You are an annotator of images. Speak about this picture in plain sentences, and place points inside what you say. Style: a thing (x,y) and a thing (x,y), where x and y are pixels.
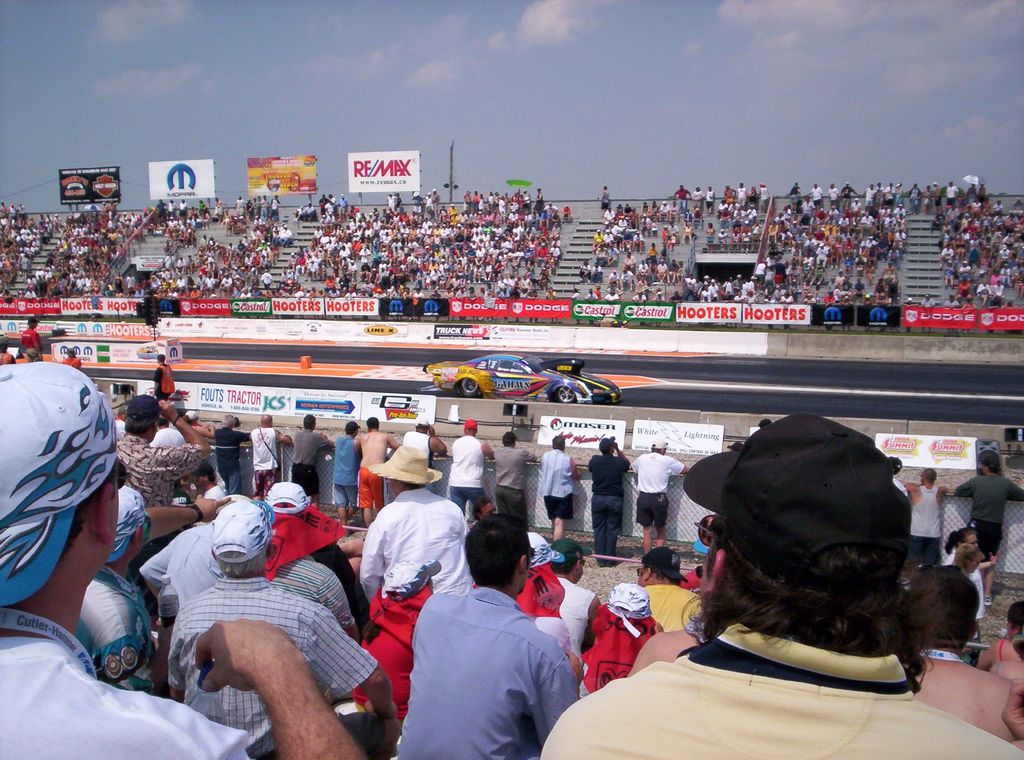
In this image in the front (471,545) there are group of person (471,545) standing and sitting. In the center (554,383) there is a car (583,378) moving on the road (809,373) and there are boards (540,307) with some text (217,307) written on it. In the background (322,228) there are persons (356,228) sitting and standing and the sky (485,141) is cloudy.
